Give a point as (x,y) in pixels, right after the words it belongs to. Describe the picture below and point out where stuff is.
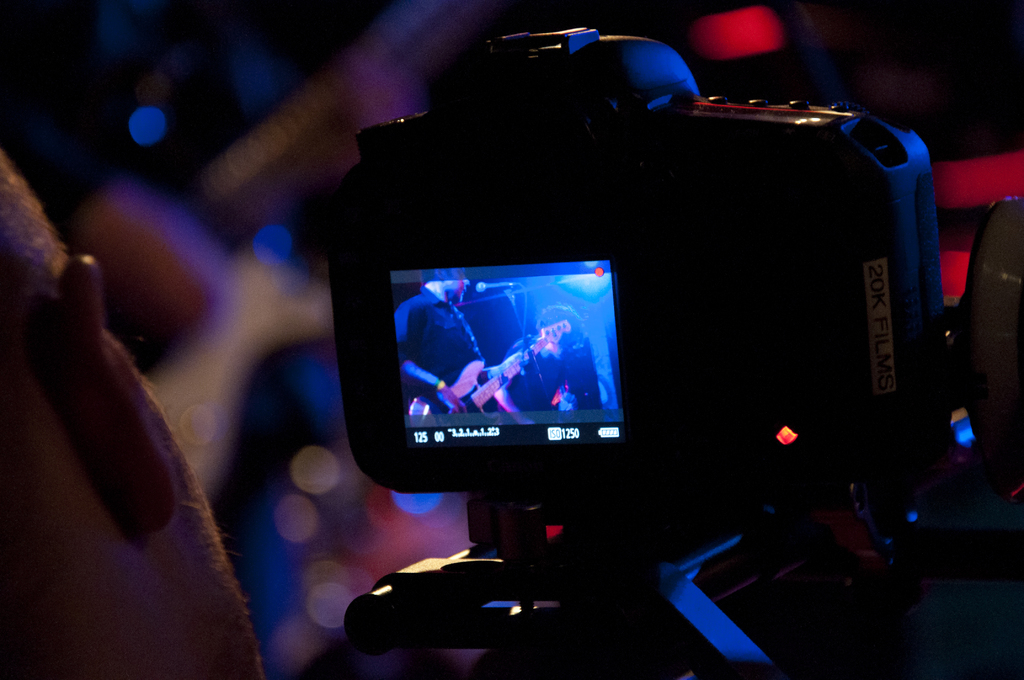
In this image we can see a person (152,647) holding a camera (796,462) placed on a stand (564,604). On the camera screen (598,306) we can see a person (453,308) with a guitar (468,400) and a microphone (478,287) placed in front of him.
